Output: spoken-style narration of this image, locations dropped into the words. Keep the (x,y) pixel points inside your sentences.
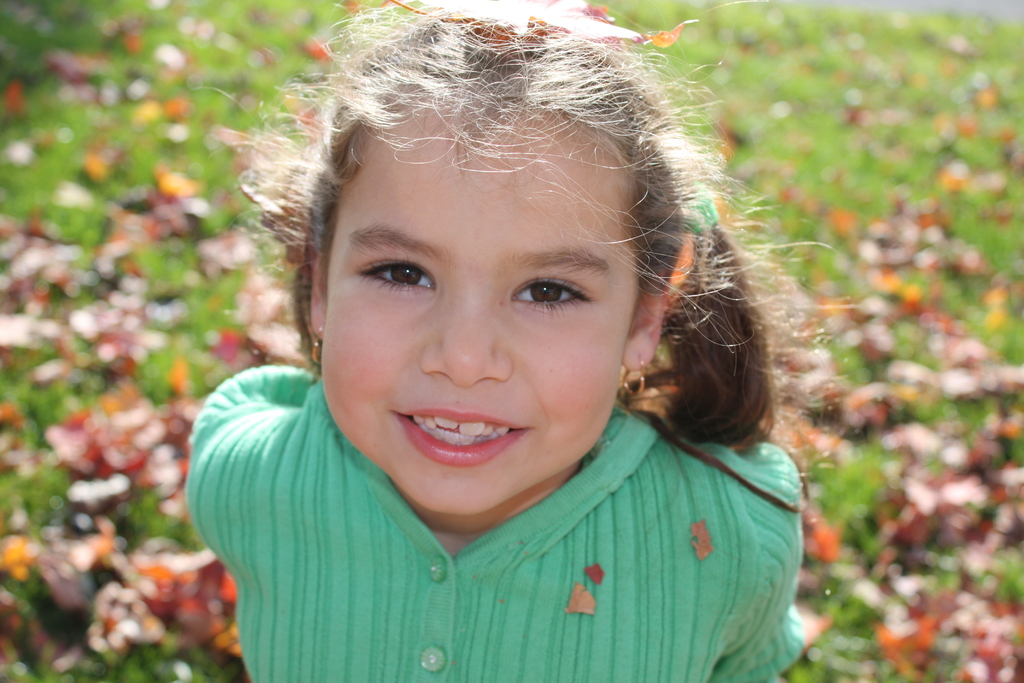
In this picture there is a girl (399,337) smiling. In the background of the image (846,92) it is blurry and we can see grass (873,217).
